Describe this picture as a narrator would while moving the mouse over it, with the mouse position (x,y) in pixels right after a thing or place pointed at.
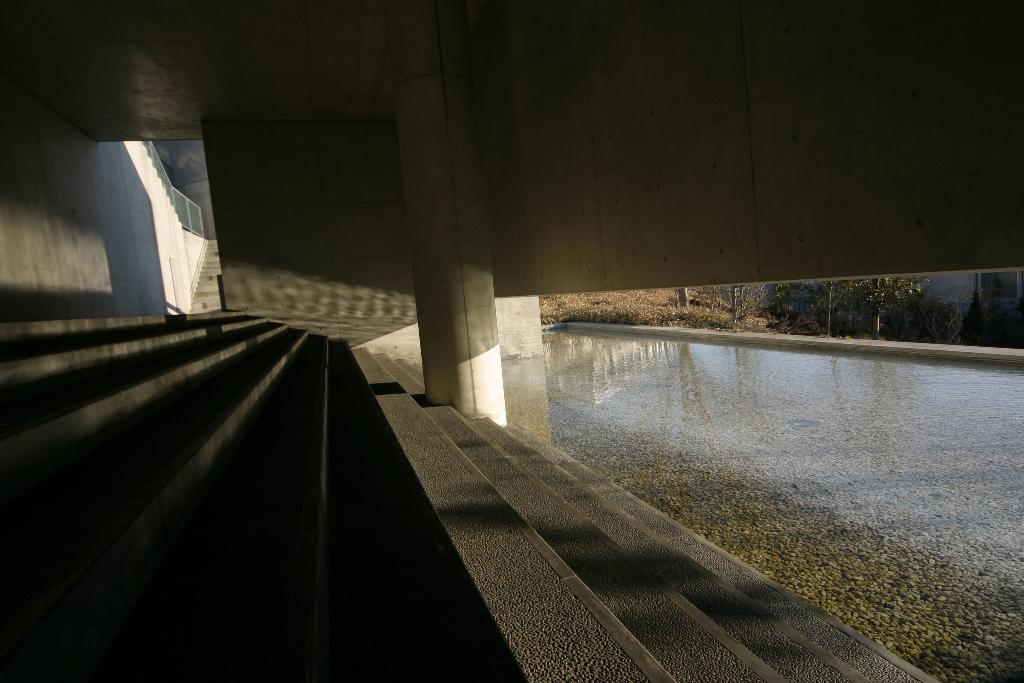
In this picture I see steps (342,400) in the front (432,502) and on the right side of this image (722,367) I see water (825,395) and I see few trees (828,306) and in the background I see the wall (317,127).
